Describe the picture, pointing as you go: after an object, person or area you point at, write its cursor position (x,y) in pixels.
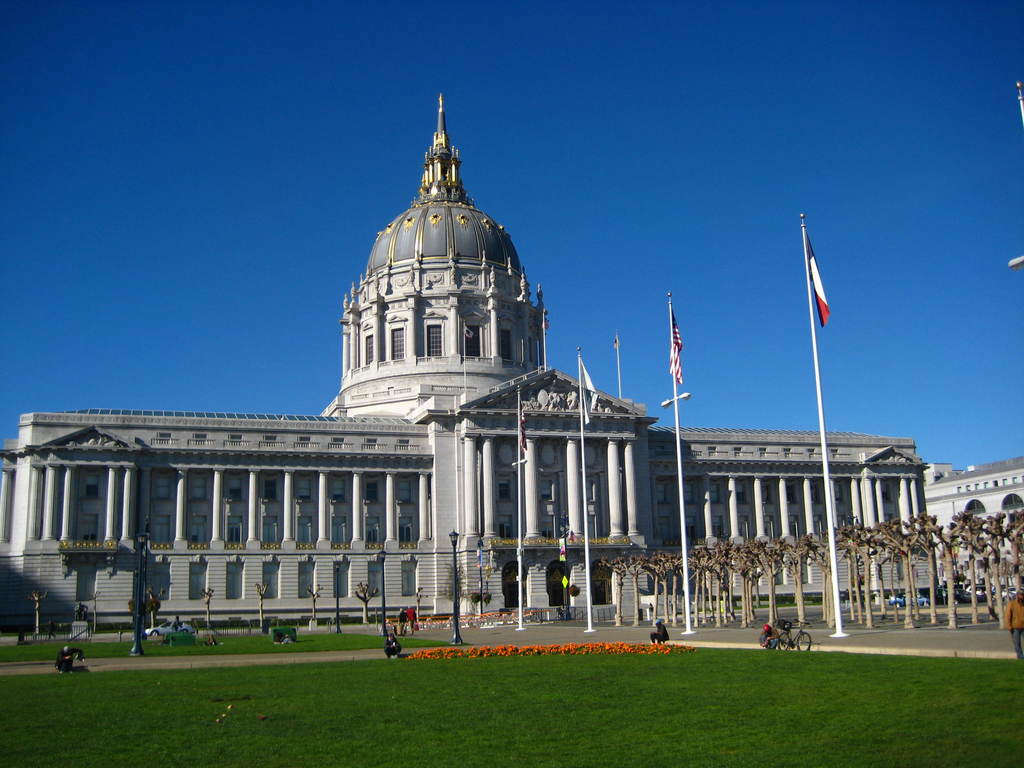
In this image we can see the lawn (499,749), a few people (764,632) walking here, bicycle (787,629) parked here, vehicles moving on the road (540,624), light poles (458,613), trees (1014,546), building (570,518) and the blue color sky (505,190) in the background (245,167).
